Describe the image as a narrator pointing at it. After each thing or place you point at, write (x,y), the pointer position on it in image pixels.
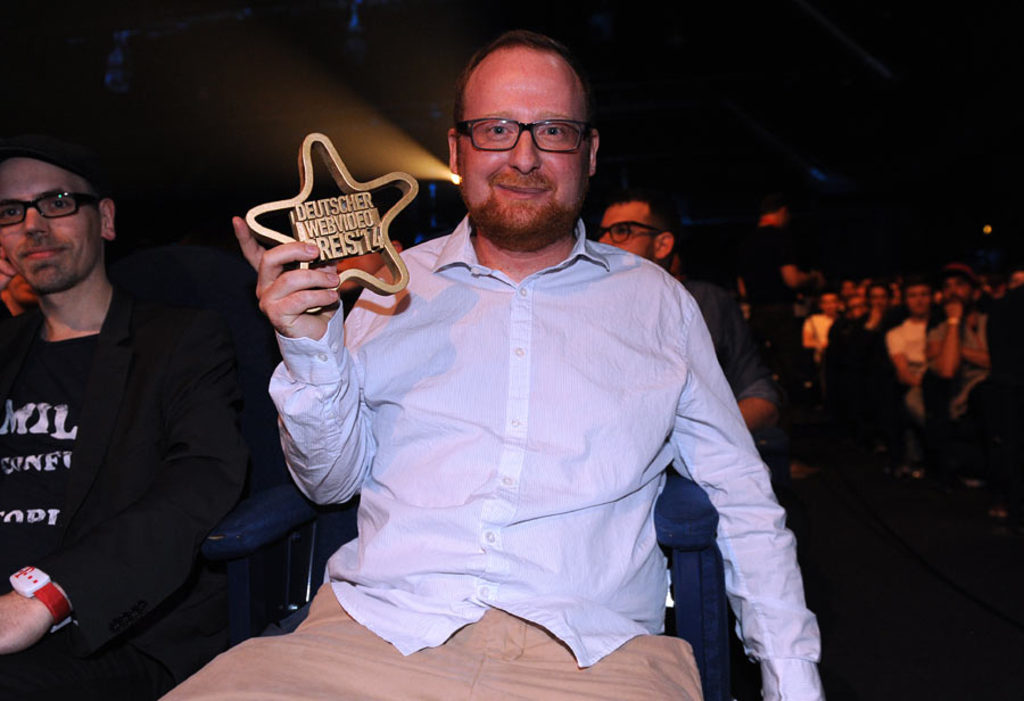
In this image, there are a few people (813,332). Among them, some people (971,300) are sitting and a person (724,452) is holding some object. We can see the ground (802,490). We can also see the roof (437,140).
